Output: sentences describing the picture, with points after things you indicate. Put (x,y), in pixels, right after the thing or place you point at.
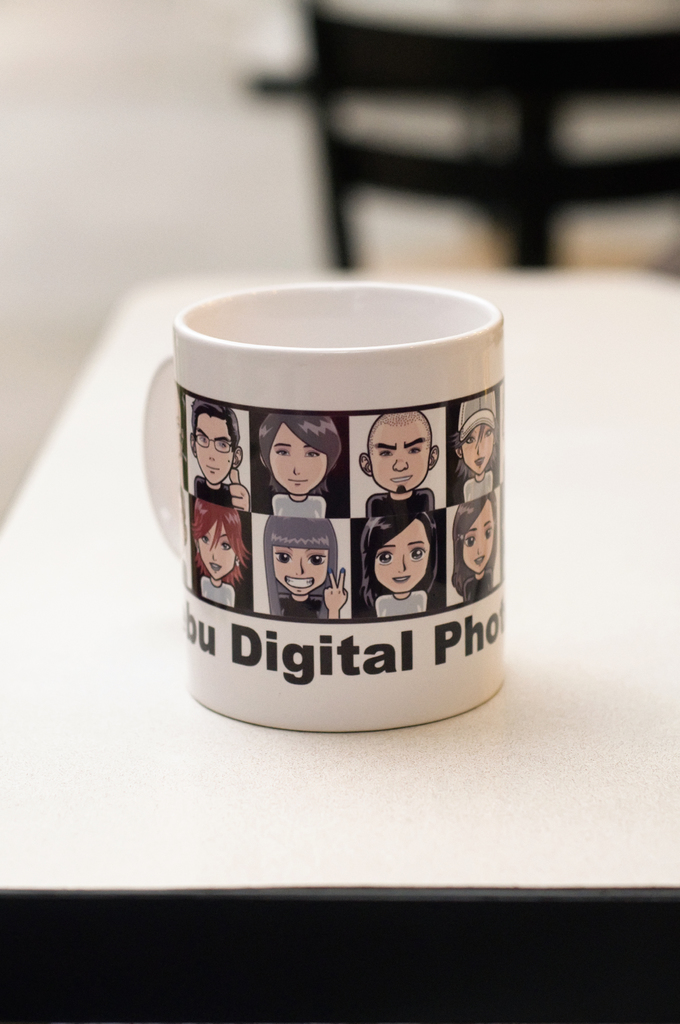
In this image we can see a cup (367,501) with images (350,490) and text (296,667) on the table (289,868) and blur background (221,235).
